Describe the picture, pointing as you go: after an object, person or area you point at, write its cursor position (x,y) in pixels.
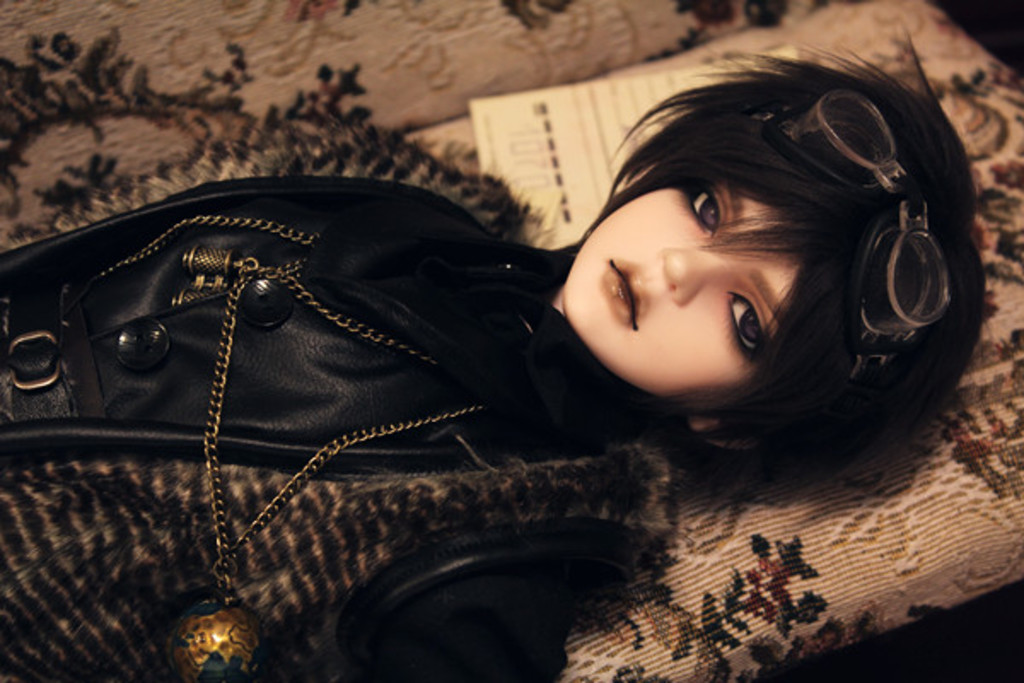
In the image I can see a doll (457,291) in black dress (514,321) and spectacles (943,251) who is laying on the sofa (22,113).
